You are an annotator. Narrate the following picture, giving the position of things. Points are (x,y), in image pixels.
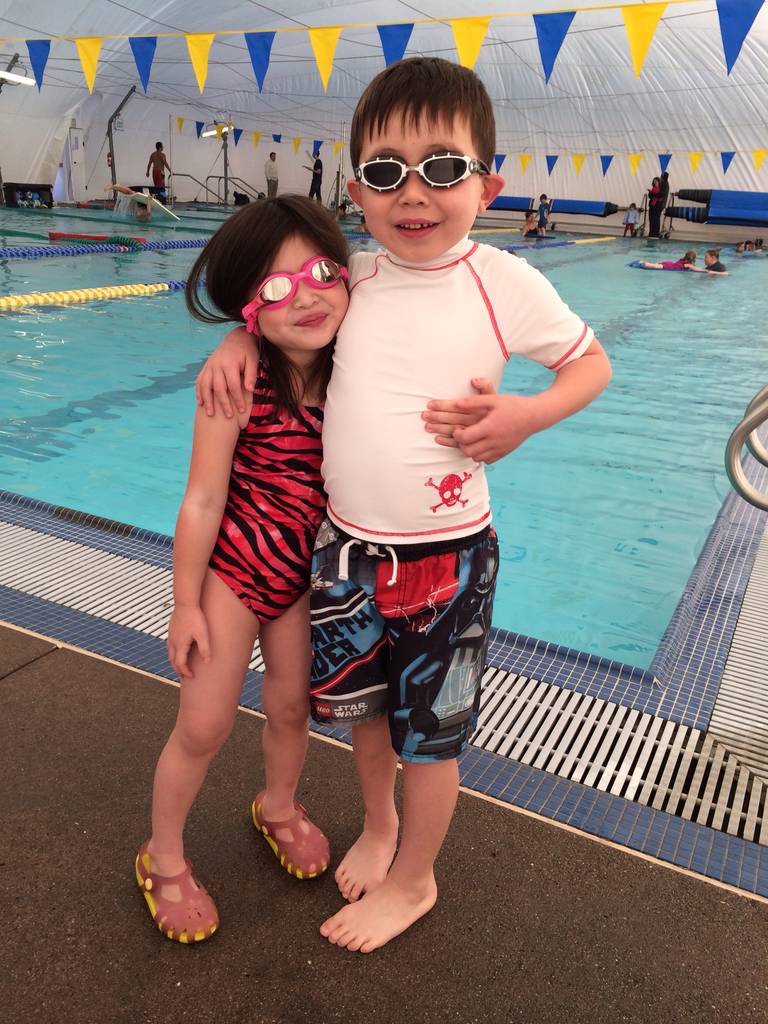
In the center of the image (378,403) we can see two kids (378,425) and standing and they are smiling and they are wearing goggles (296,293). In the background (724,145) there is a wall (457,53), poles (170,147), garlands (294,143), lights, fences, one swimming pool (654,315), few people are standing, few people (121,191) are in the swimming pool (602,340) and a few other objects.
